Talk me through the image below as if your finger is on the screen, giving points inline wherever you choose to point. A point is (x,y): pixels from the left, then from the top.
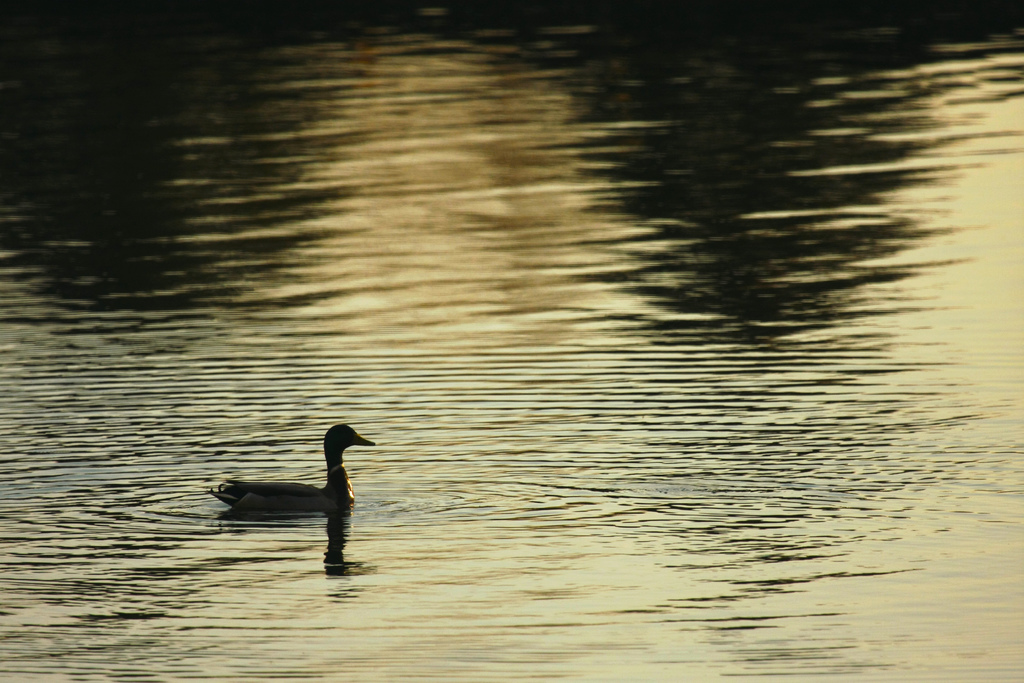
In this image we can see a bird (348,484) on the water (632,452) on the left side (290,501).
